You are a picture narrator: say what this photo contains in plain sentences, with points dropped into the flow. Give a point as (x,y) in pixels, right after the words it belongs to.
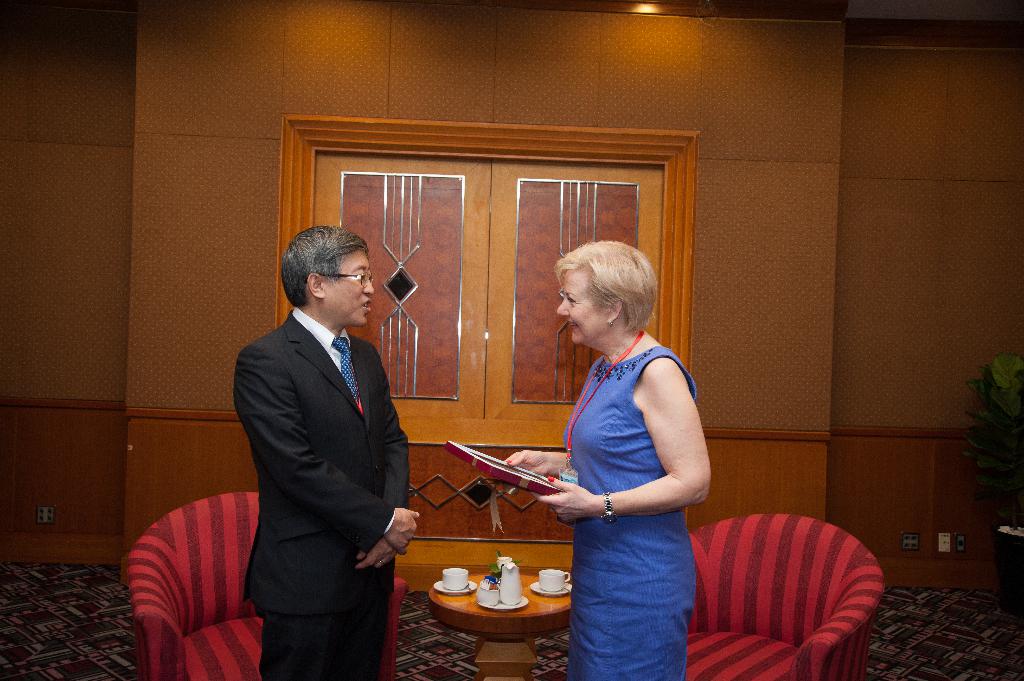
In this image, I can see two persons (340,458) standing and smiling. At the bottom of the image (207,582), I can see two chairs (720,576) and a table (452,623) with flower vases (504,572), cups (445,583) and saucers (498,608) on it. In the background (442,291), there is a wooden door (416,216) and the wall (454,84). On the right side of the image (1006,531), I can see a flower pot (1000,579) with a plant (1011,473) on the floor (30,680).
